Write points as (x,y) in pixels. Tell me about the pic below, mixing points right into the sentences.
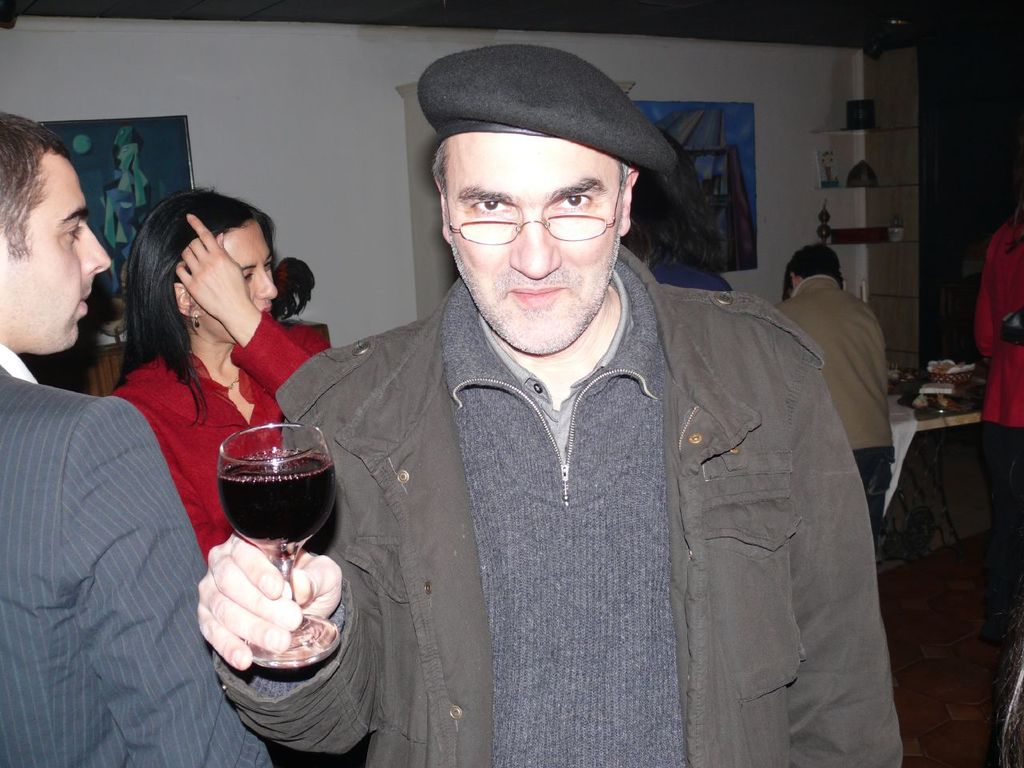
In this picture we can see a man (522,450) holding a glass (281,525) of drink (294,533), in the background (133,438) there are two people (139,429) one man (95,429) and one woman (133,400), on the right side of the picture (847,336) we can see a man (847,351) standing, in the background (741,211) there is a wall (786,227) and a portrait (741,133).
